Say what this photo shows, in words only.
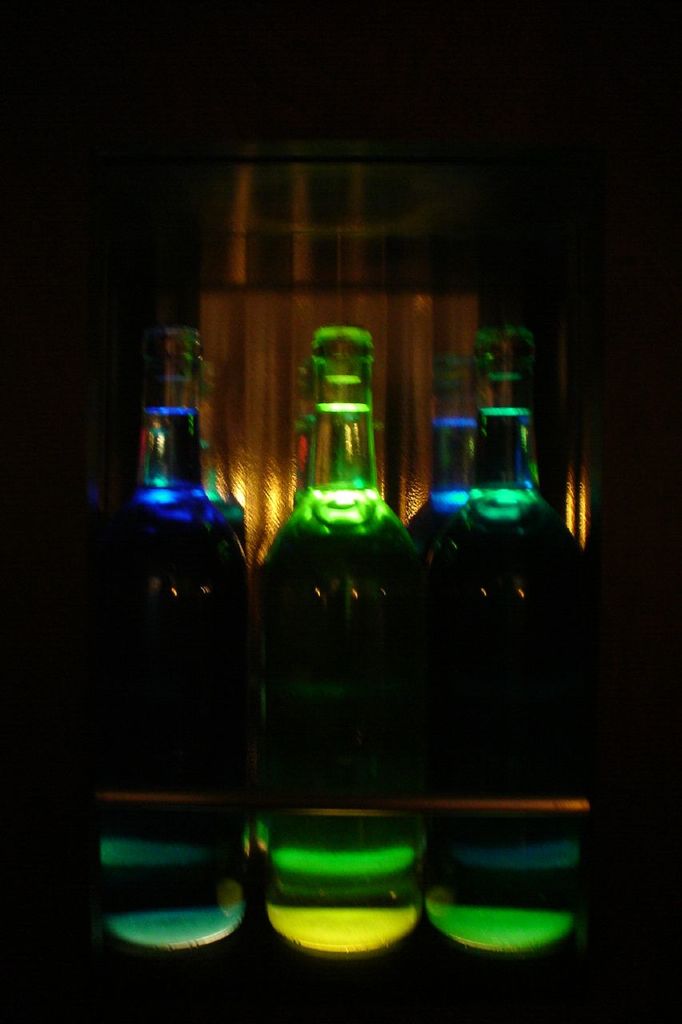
In this image I see few bottles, which are of different in colors.
